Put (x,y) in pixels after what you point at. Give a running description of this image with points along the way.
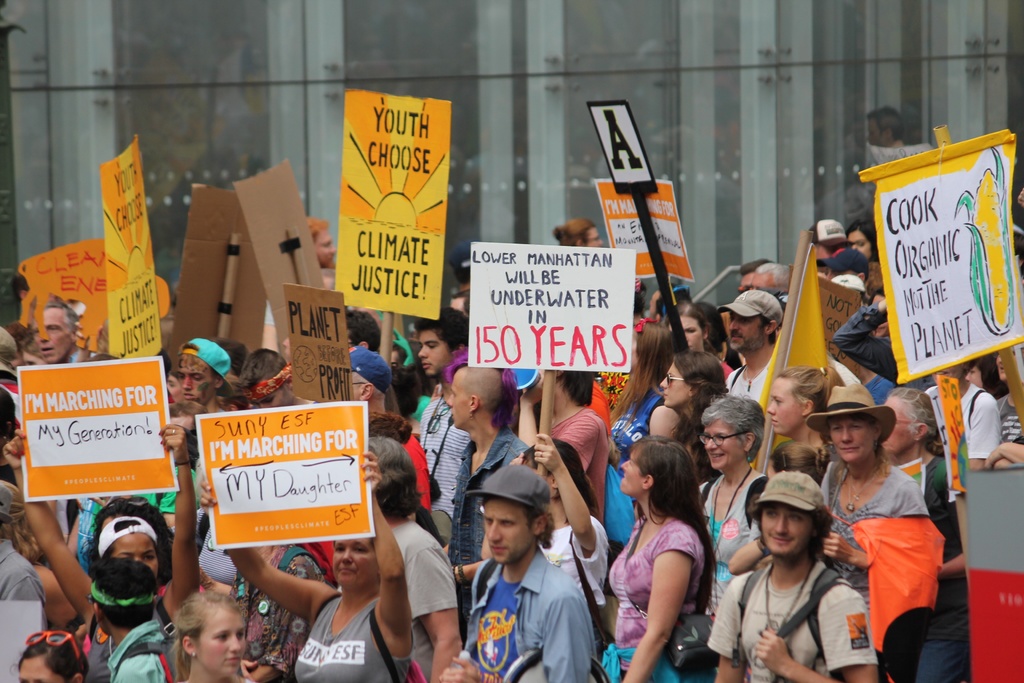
This picture is clicked outside. In the foreground (552,585) we can see the group of persons (695,433) holding some objects (551,351) and standing and we can see the text (561,302) on the boards (142,219). In the background (762,102) there is a building (307,19).
